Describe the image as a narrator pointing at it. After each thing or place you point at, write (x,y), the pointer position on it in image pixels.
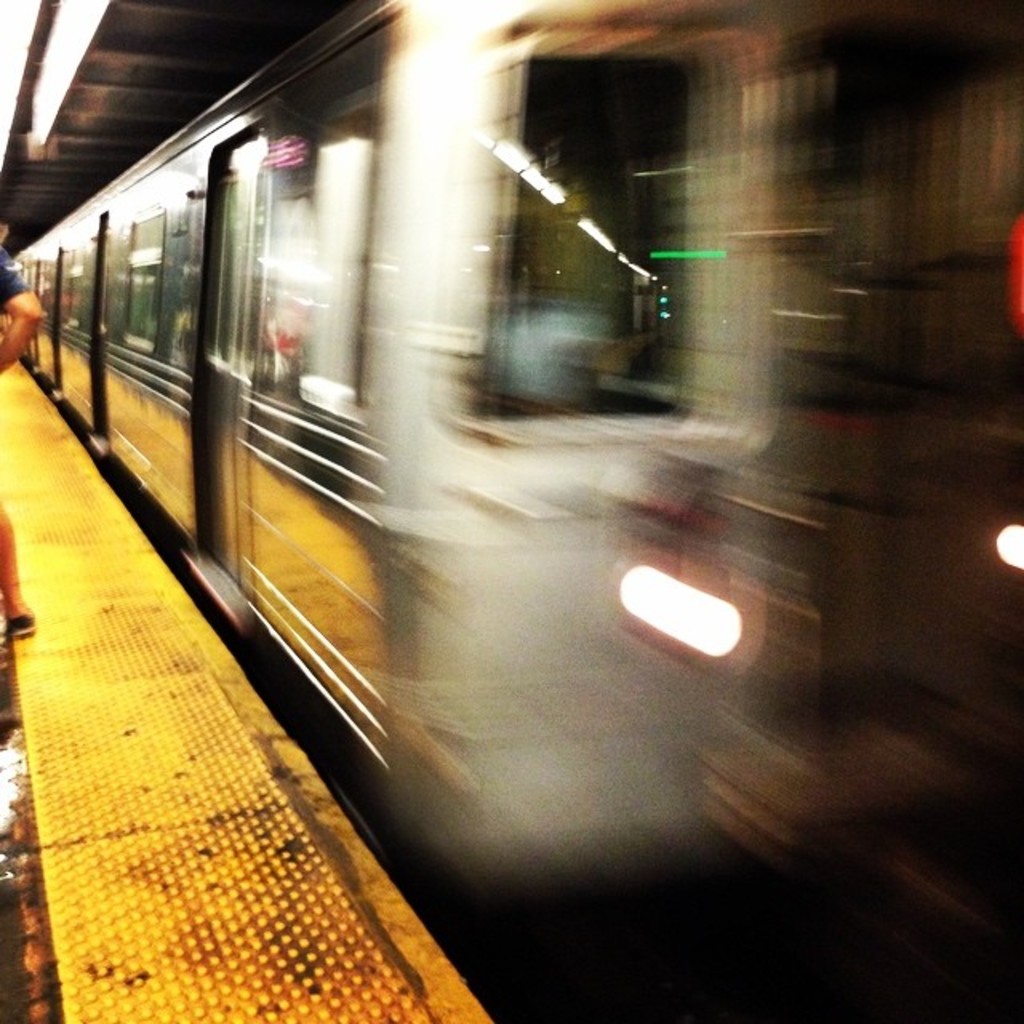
In this image to the left side of the image (20,277) we can see a person (18,614) standing on the stage (120,712). In the center of the image (669,625) we can see a train (669,625) with a set of lights (1016,538).
